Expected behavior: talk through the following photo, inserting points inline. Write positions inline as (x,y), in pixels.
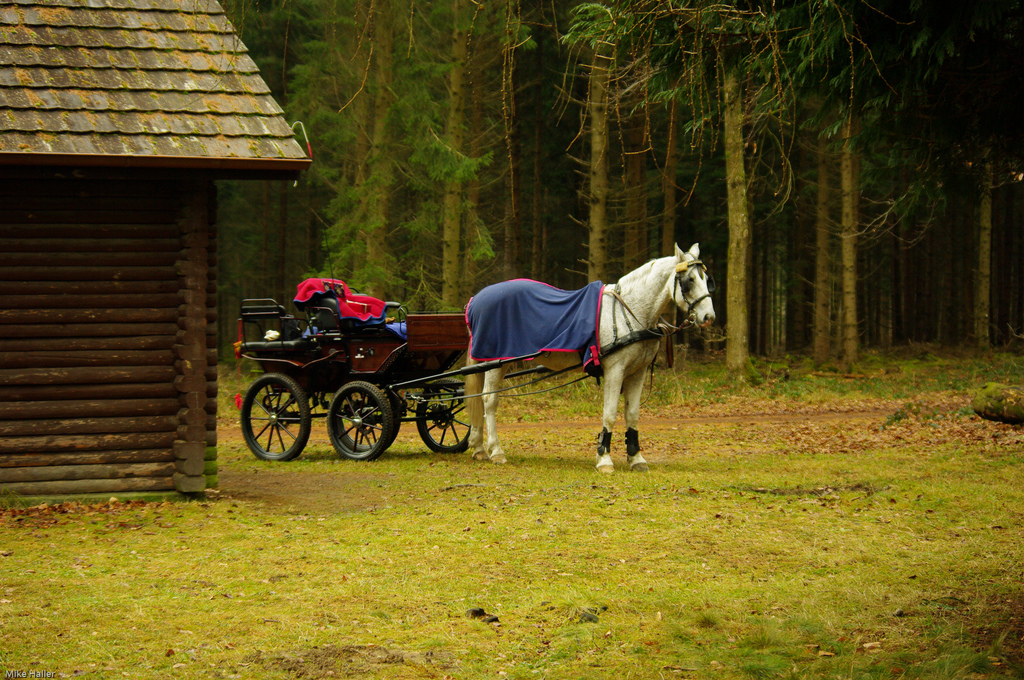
As we can see in the image there is a white color horse (629,378), cart (258,305), house (153,18), grass (396,483) and trees (620,154).
